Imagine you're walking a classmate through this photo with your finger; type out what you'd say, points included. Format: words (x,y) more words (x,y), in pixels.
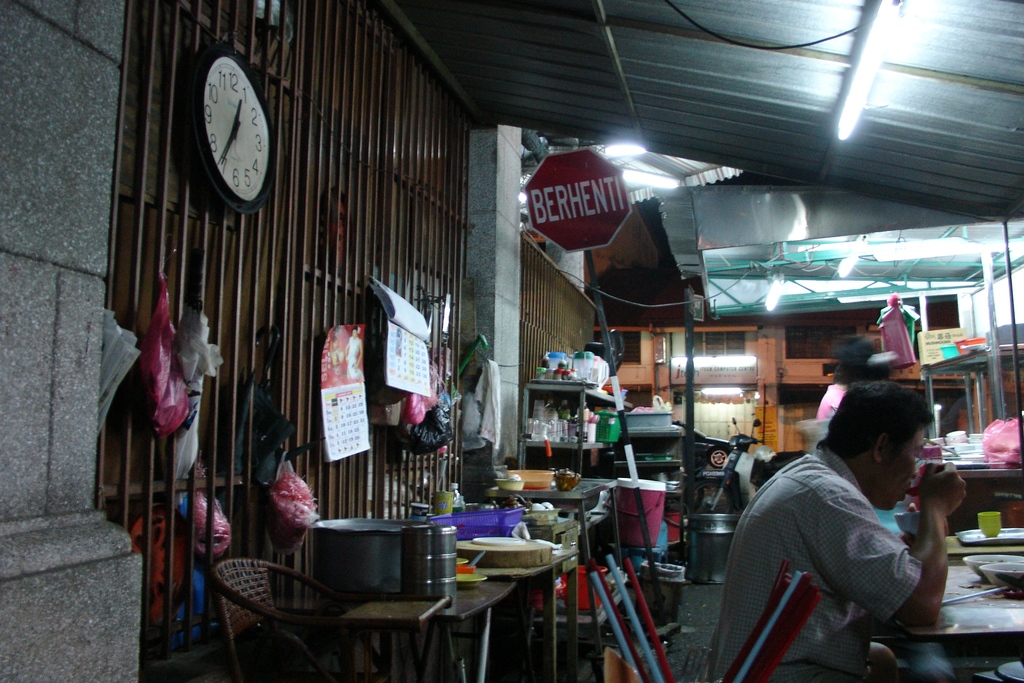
To this grill (283,183) there are umbrellas (204,335), calendars (336,364), plastic bags (272,509), papers (119,360) and clock (269,163). Here we can see the lights (873,29), open-sheds (822,242), signboard (609,173), people (872,457) and vehicles (716,460). On these tables (417,622) there are things (535,564). Beside this table (501,572) there is a chair (341,611). A person (722,606) is sitting on a chair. In that racks (580,402) there are things (585,415). Far we can see a building (765,375).
